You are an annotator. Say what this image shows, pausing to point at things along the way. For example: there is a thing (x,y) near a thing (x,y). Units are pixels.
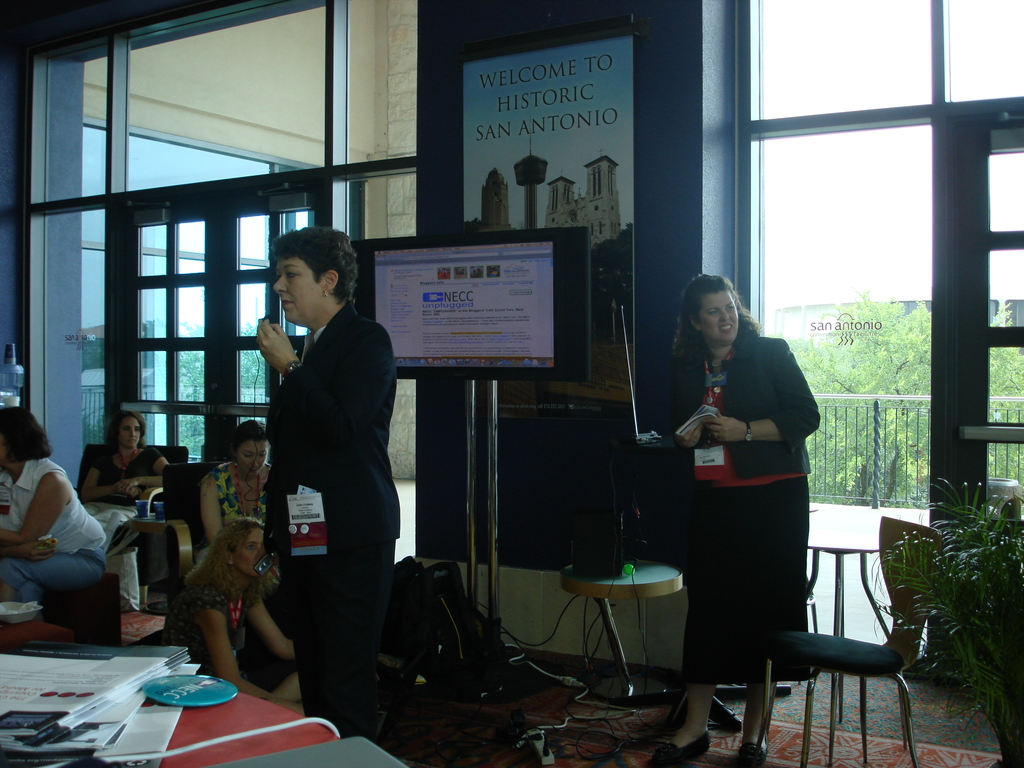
In the left (14,456) there are four women (203,590) are sitting on the chair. In the middle (352,483) there are two women (762,428) standing and speaking in front of the table (252,747) on which papers (59,690) are kept and a bag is kept. On both side windows (180,139) are visible. and a board (604,154) is visible and a standing table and screen (511,331) is visible. Through window (859,281) houses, plants (886,359), trees (879,370) and sky (837,198) is visible. This image is taken a hall (418,148) during day time.
